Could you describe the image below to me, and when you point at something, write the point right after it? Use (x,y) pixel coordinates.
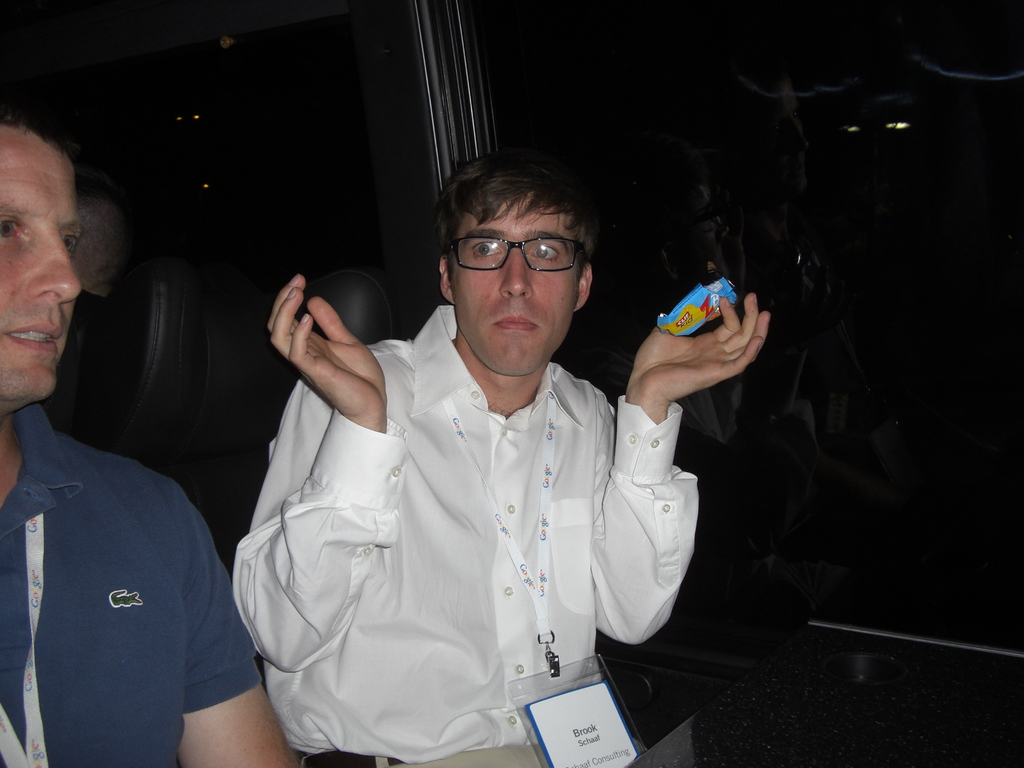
In this picture we can see few people (243,555), they are all seated and few people (459,584) wore tags (446,412), the right side man (466,425) wore spectacles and he is holding a plastic cover (672,333), we can see dark background (860,193).
